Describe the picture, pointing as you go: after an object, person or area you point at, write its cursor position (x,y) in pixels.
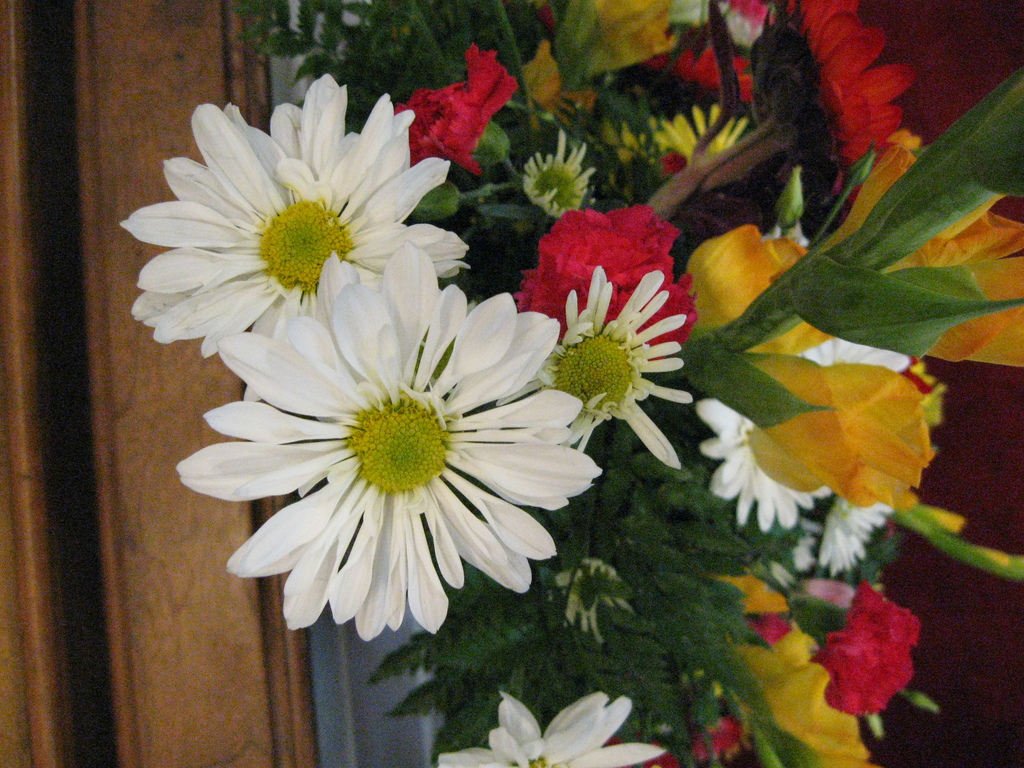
There are some white, red and yellow color flowers (562,376) with leaves (665,569). On the left side (109,240) we can see wood (145,613).
